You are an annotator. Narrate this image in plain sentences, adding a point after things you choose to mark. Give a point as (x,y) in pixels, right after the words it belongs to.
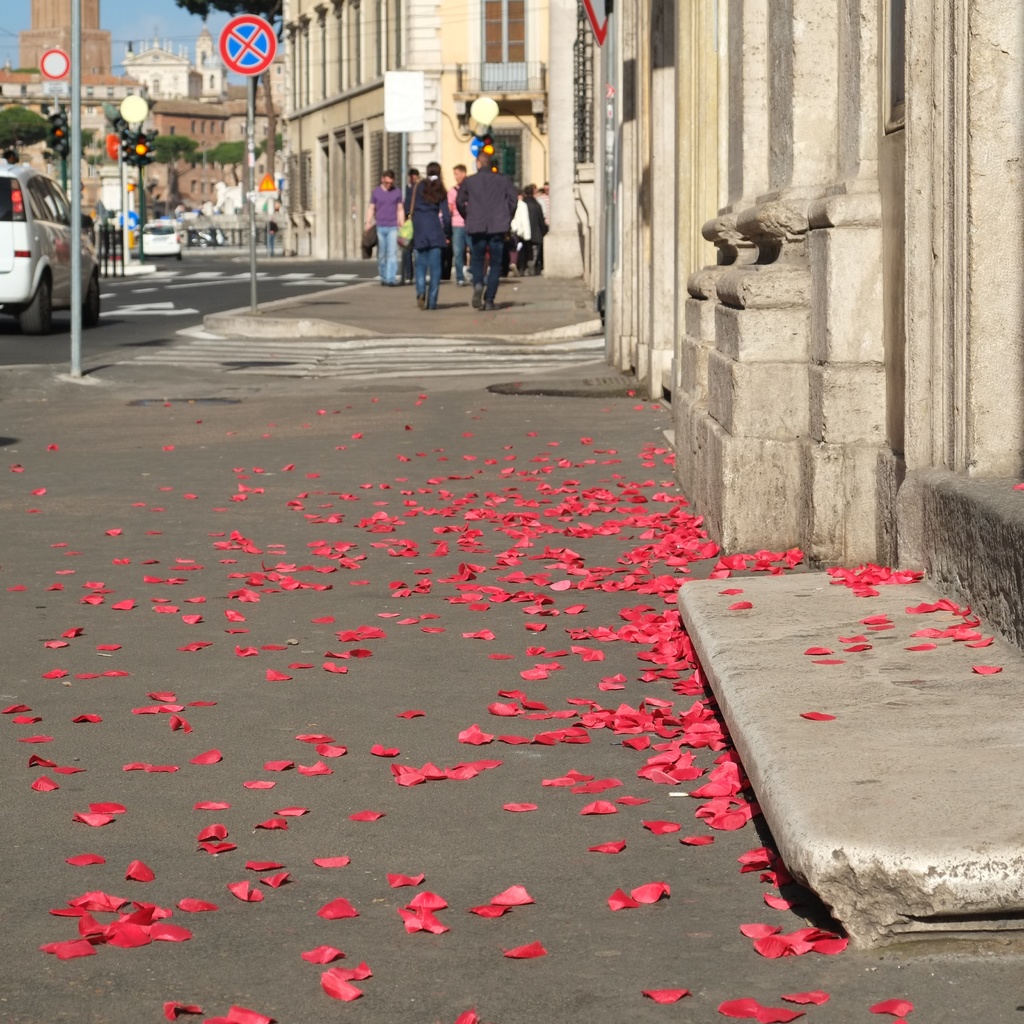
In this image I can see group of people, some are standing and some are walking and I can see few vehicles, traffic signals (52,140), few poles (252,92), buildings (263,106) and the sky (153,24) is in blue color.
